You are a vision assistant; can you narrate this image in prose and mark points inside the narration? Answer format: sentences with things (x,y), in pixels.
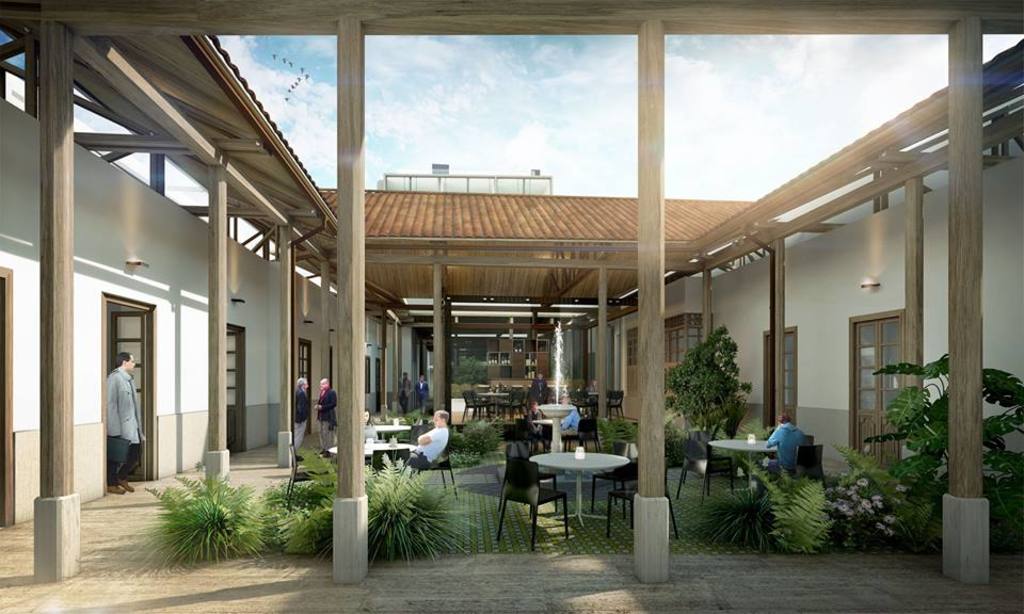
In this image there are tables (552,465) and chairs (539,492). There are people (430,440) sitting on the chairs (720,465). Beside the tables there are plants (807,499). In the center (560,377) there is a water fountain (560,377). There are rooms (195,354) around the image. At the top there is the roof (552,225) of the house (553,233). There is sky (481,90) in the image. There are birds (293,80) flying in the sky (294,79).
